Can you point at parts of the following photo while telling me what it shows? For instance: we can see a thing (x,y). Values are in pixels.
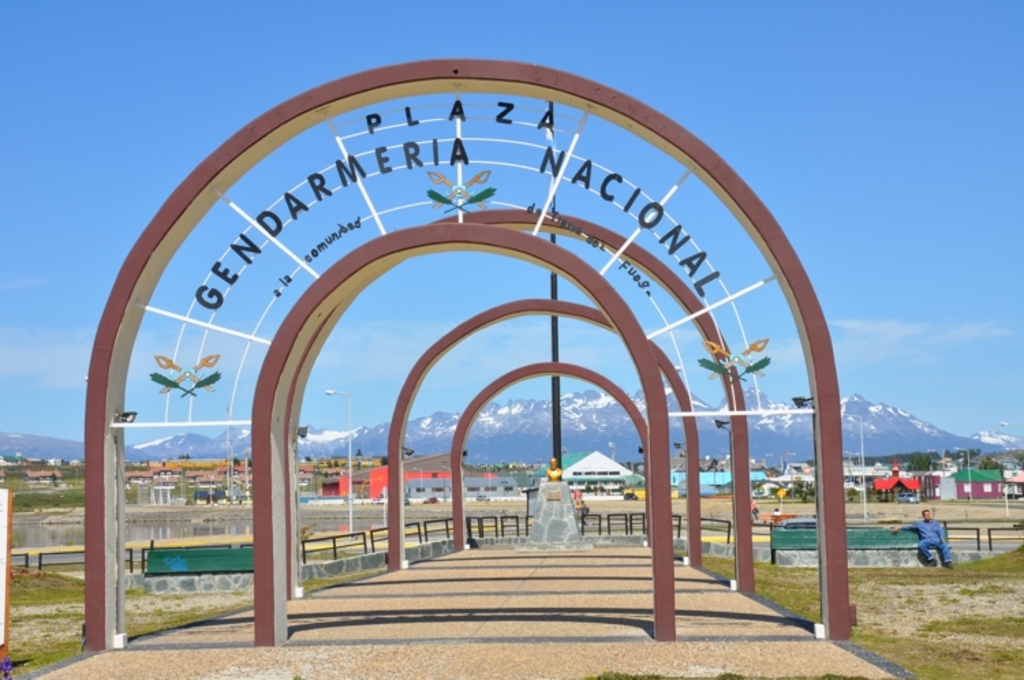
Here we can see arches (652,255). Something written on this arch (675,240). Background (201,565) there is a statue (545,485), light poles (552,421) mountains (546,409), tents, fence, benches (896,548) and person (934,540). Sky (306,165) is in blue color.
